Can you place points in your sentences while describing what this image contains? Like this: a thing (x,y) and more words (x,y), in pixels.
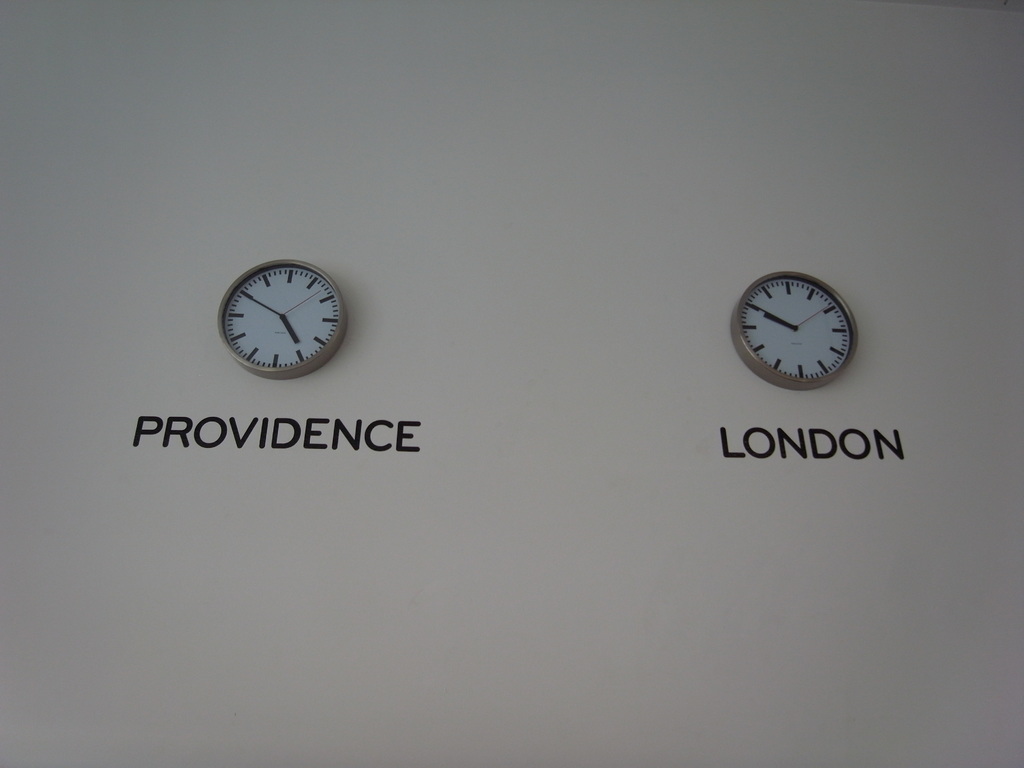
In this image, there are two clocks (311,345) on the wall (396,378). In these two clocks (258,287), one of them is showing providence time and another one is showing London time.
